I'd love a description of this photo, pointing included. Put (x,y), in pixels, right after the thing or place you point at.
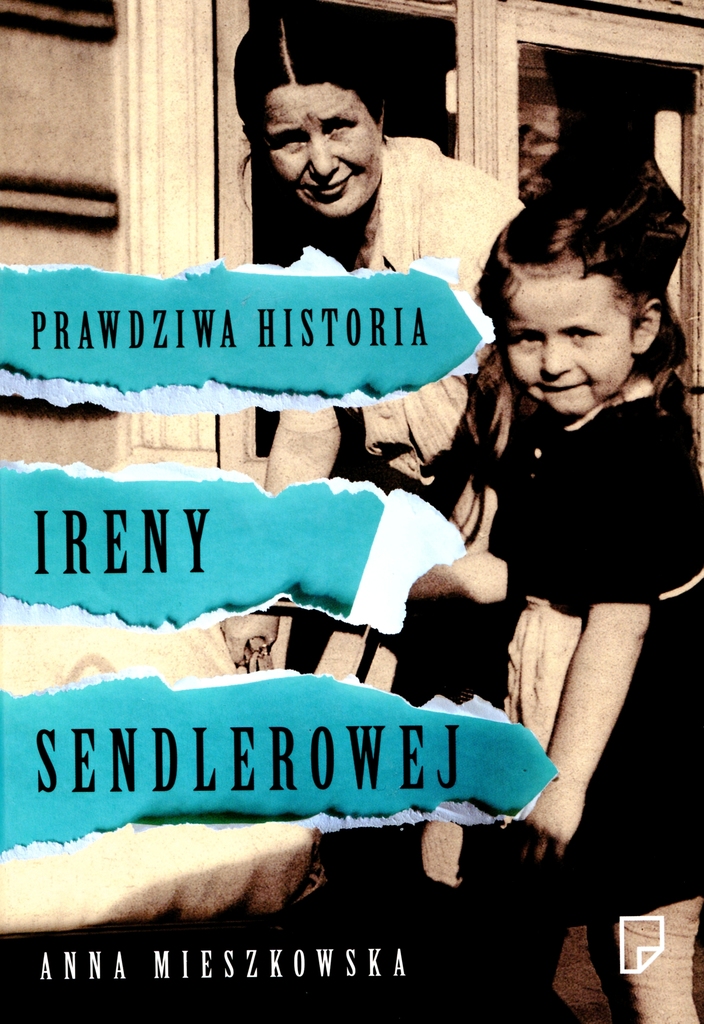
In this image I can see a girl (475,387) and a woman (369,430). I can also see smile on their faces (557,402) and here I can see something is written.
